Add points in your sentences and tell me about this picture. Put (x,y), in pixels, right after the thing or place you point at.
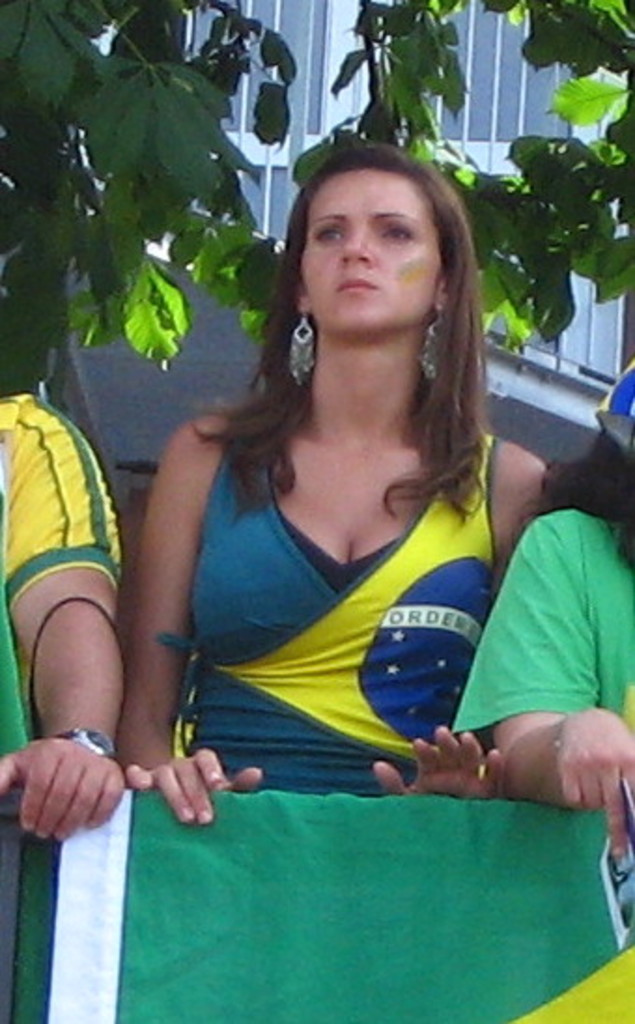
In this image I see a woman (423,558) who is wearing a dress (423,558) which is of blue and yellow in color and I see alphabets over here and I see 2 persons (586,718) on the either sides and I see a cloth (207,851) over here which is of white, green and yellow in color. In the background (59,2) I see the green leaves (77,32) on stems (374,105).
